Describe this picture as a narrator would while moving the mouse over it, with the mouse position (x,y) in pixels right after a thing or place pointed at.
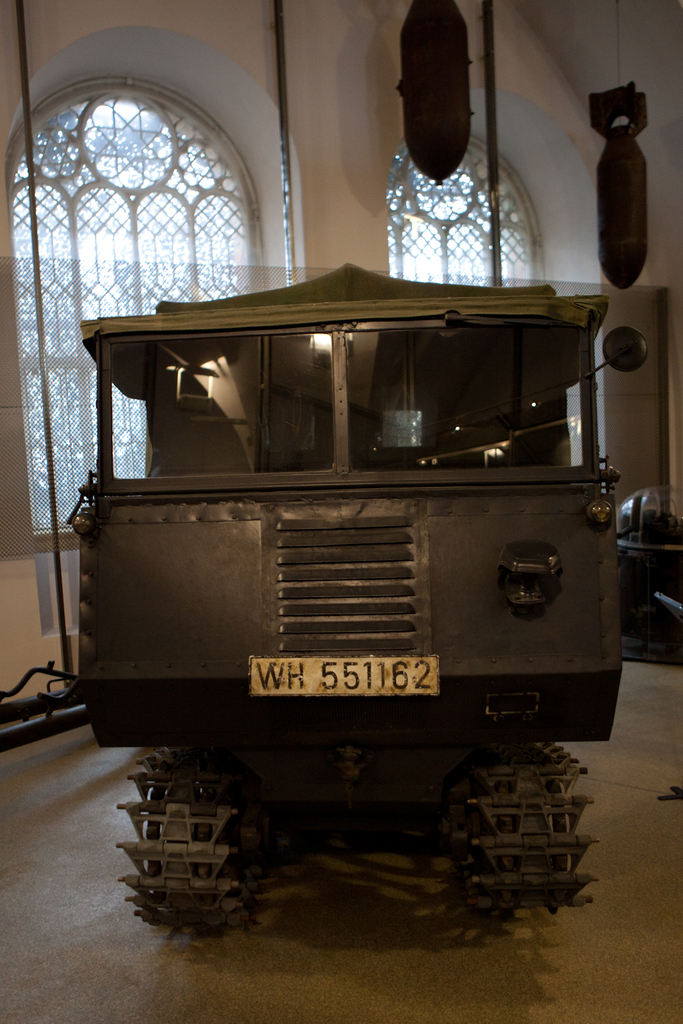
In the center of the image (374,544) we can see one vehicle (308,658), which is in black color. On the vehicle (366,604), we can see one number plate (435,682). In the background (170,201) there is a wall (320,208), windows (136,154), poles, black color objects (599,179), one table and a few other objects (4,487).
